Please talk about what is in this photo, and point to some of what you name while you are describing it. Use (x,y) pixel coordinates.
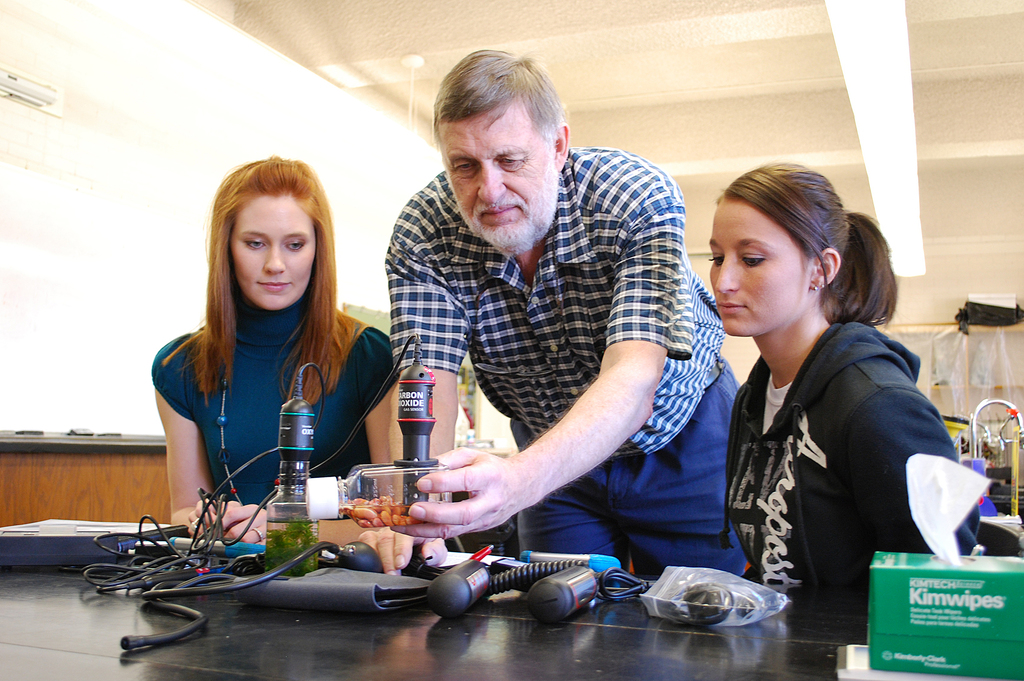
In this picture we can see a man (535,410) and two women (293,342) here, there is a table (529,645) in front of them, we can see some wires (233,566) and equipment (273,597) present on the table (402,631), at the right bottom (972,640) we can see a wipe box (959,641), we can see a light (900,154) at the top of the picture (897,135), we can see a wall (136,168) here.
